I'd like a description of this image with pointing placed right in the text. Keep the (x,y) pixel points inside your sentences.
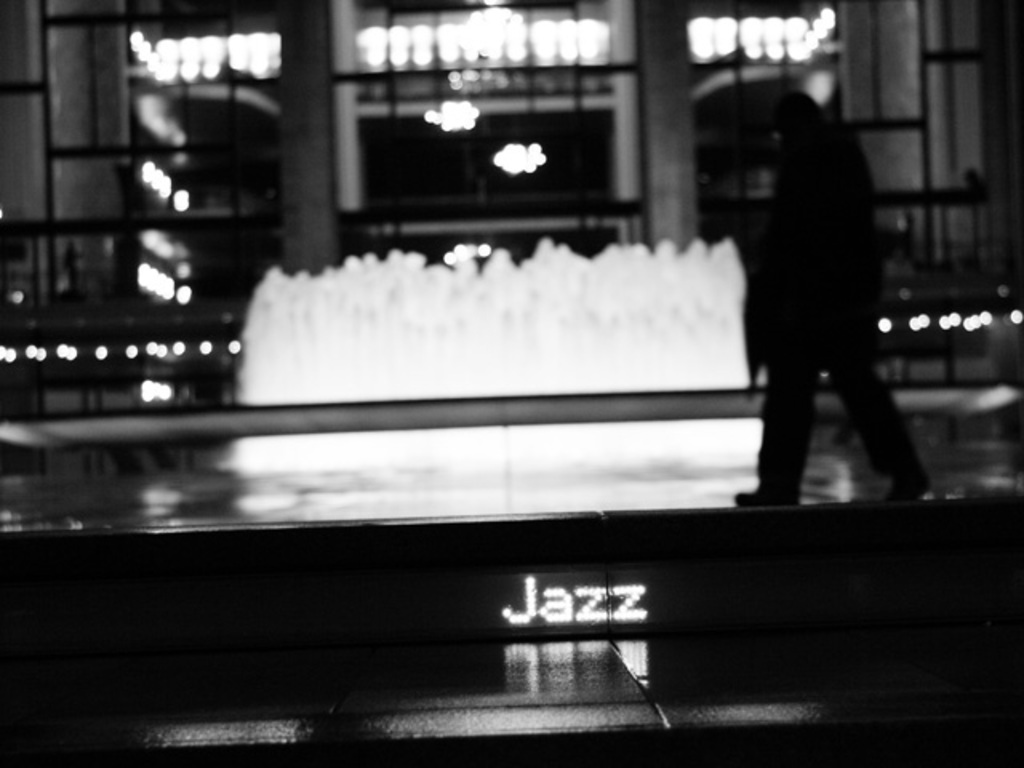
In this black and white image, there is text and a person (856,305) in the foreground (818,360). There is a building (477,232) and light (468,126) in the background (293,147).
